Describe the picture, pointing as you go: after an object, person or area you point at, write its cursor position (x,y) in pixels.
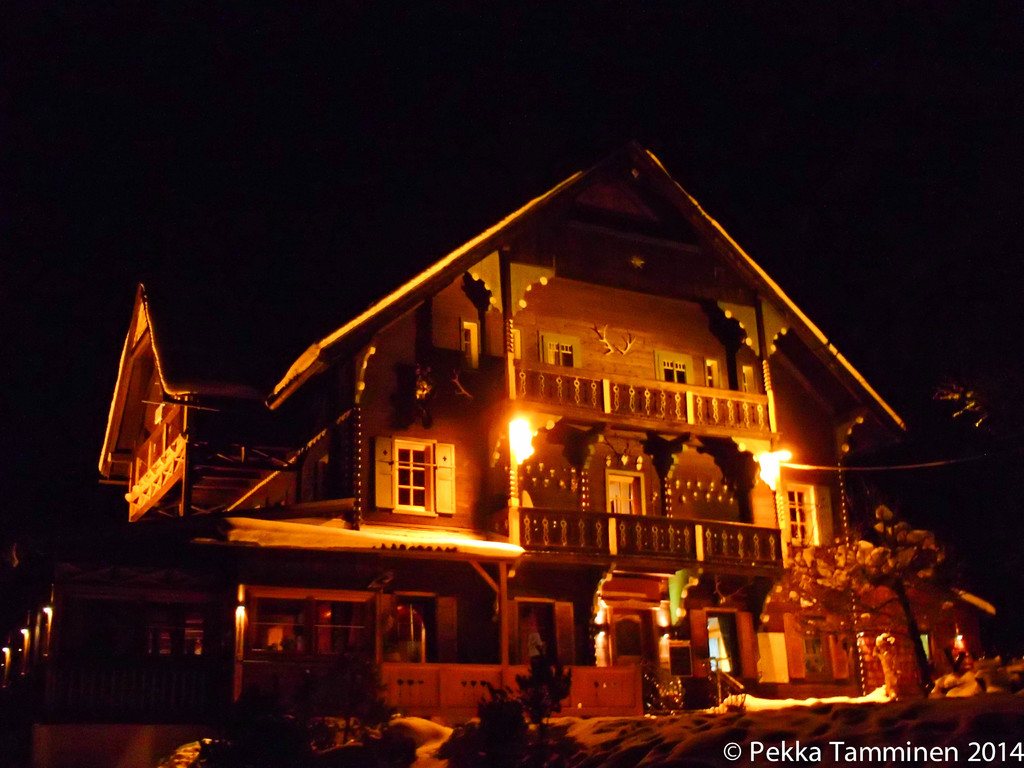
In this image we can see a building (710,526) with wood railing (610,532), group of poles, windows (683,369). In the foreground (388,732) we can see a group of trees (497,710).
